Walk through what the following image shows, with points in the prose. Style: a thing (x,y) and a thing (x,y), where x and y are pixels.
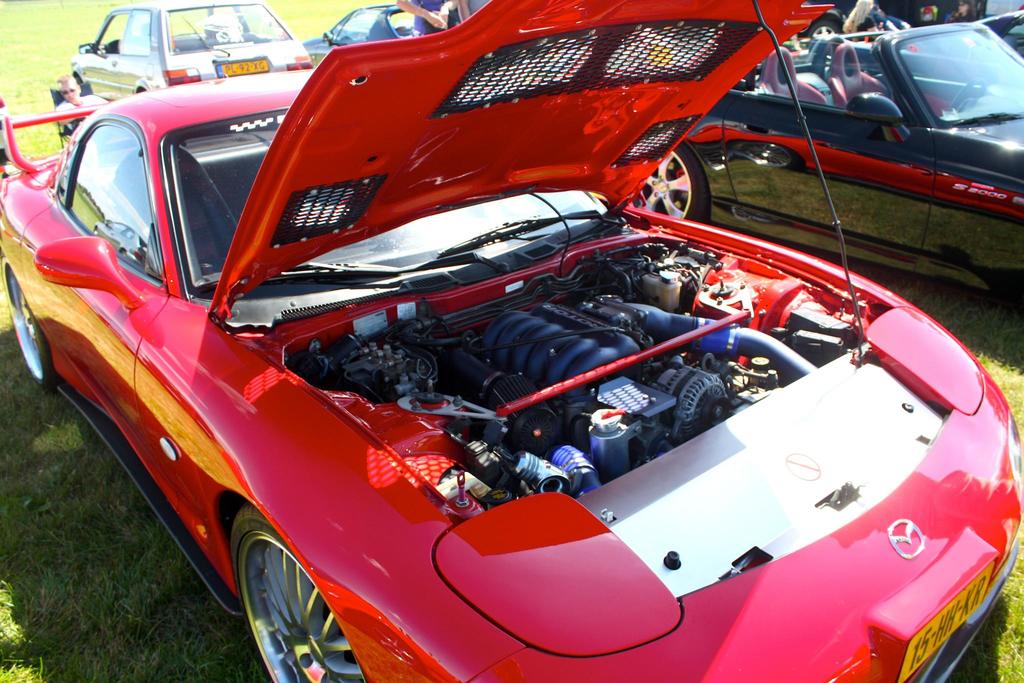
In this image there are cars (648,87) on the surface of the grass (81,598) and at the back side (71,105) there is a person (72,88) sitting on the chair (86,87).
